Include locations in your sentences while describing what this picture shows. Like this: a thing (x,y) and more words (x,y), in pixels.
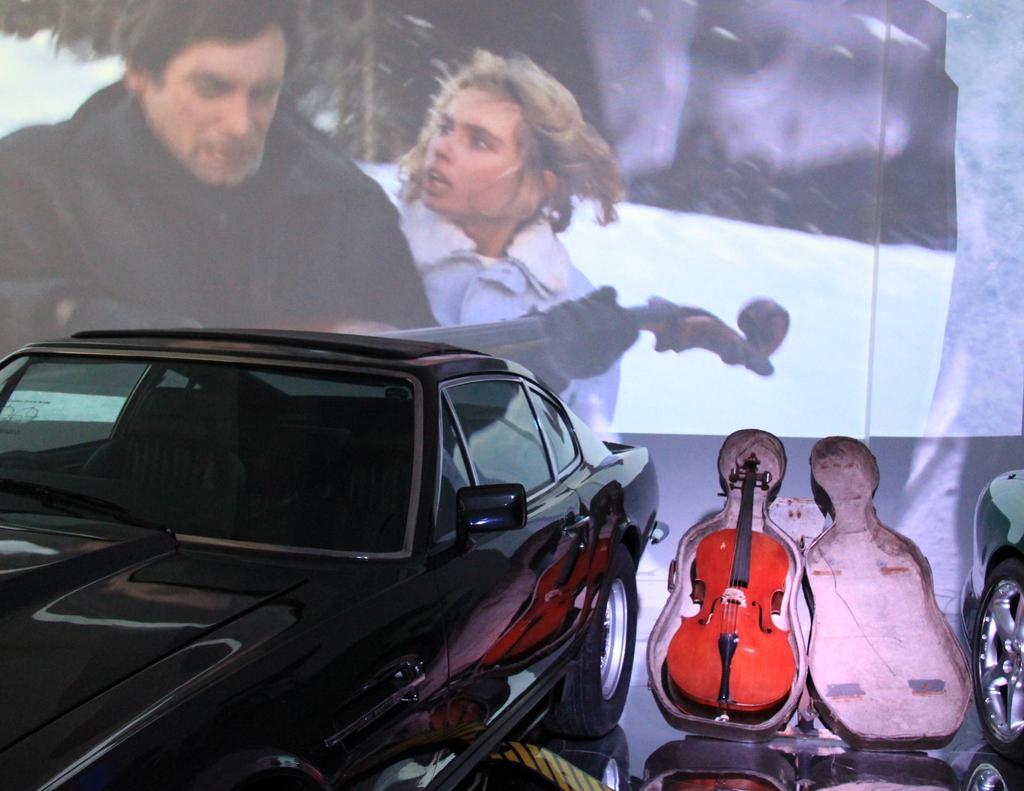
In the picture we can see a car (569,458) which is black in colour beside that there is a cello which is red in colour, in the background (19,103) we can see a photo frame (755,223) of man (190,296) and woman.
